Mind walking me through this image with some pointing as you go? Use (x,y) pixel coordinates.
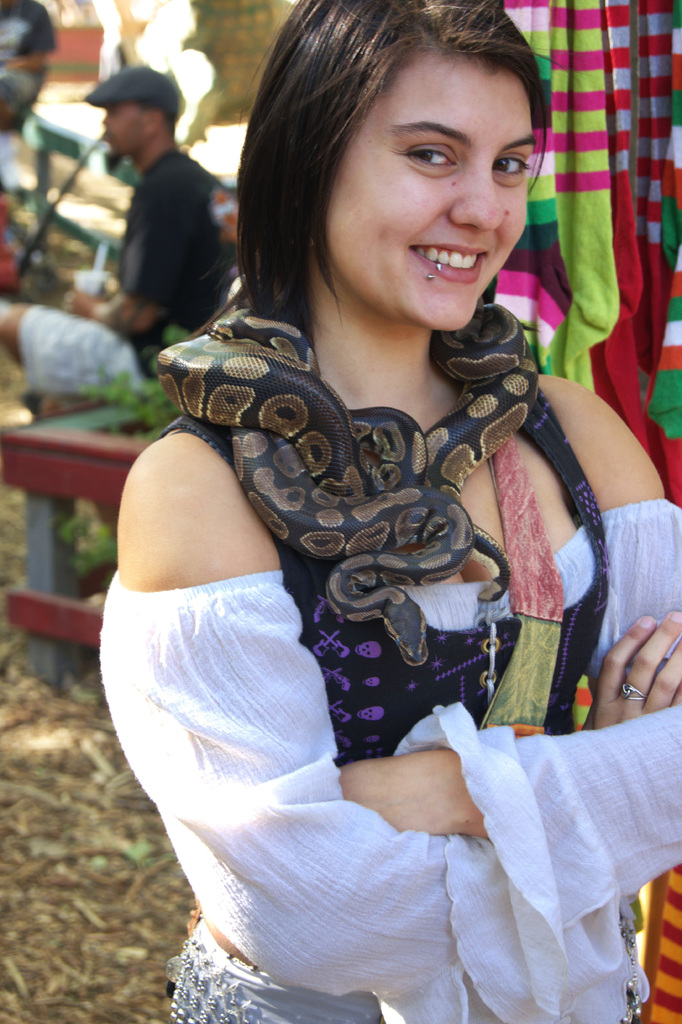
In this image I can see a woman (310,601) standing. she is smiling. At the back side (214,311) we can see a person (115,349) sitting on the bench (83,476). On the woman (416,394) there is a snake (370,472) around the neck (368,389).
